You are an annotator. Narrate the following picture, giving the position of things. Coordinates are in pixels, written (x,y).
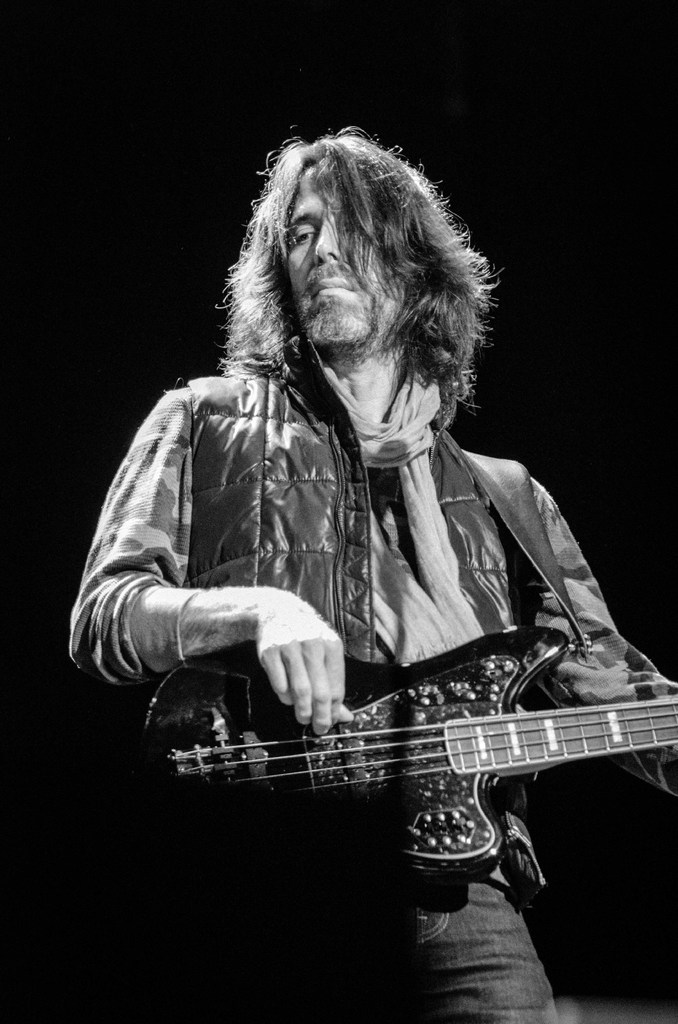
This is a black and white picture, in this picture the man (294,607) holding the guitar (394,760) and the background of this man (290,450) is in black color.
